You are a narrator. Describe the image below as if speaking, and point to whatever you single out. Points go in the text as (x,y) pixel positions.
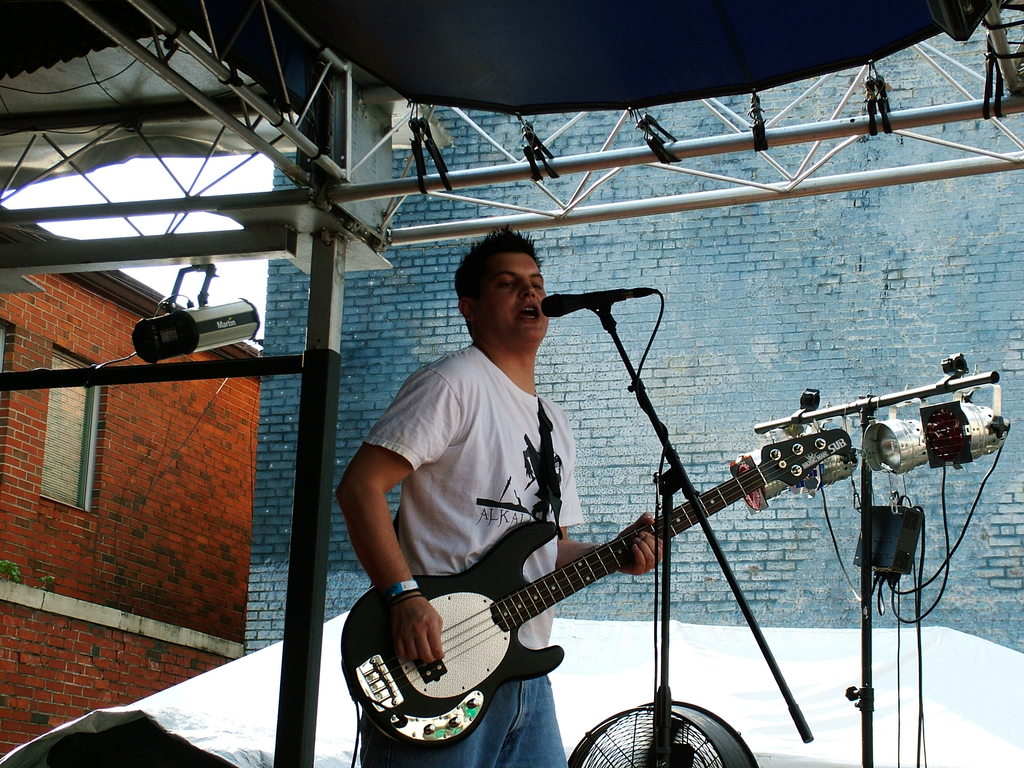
In this picture this person (529,267) standing and holding guitar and singing. There is a microphone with stand (790,701). On the background (763,268) we can see wall (980,256). This is rod (630,157). This is cable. This is window (95,426).
